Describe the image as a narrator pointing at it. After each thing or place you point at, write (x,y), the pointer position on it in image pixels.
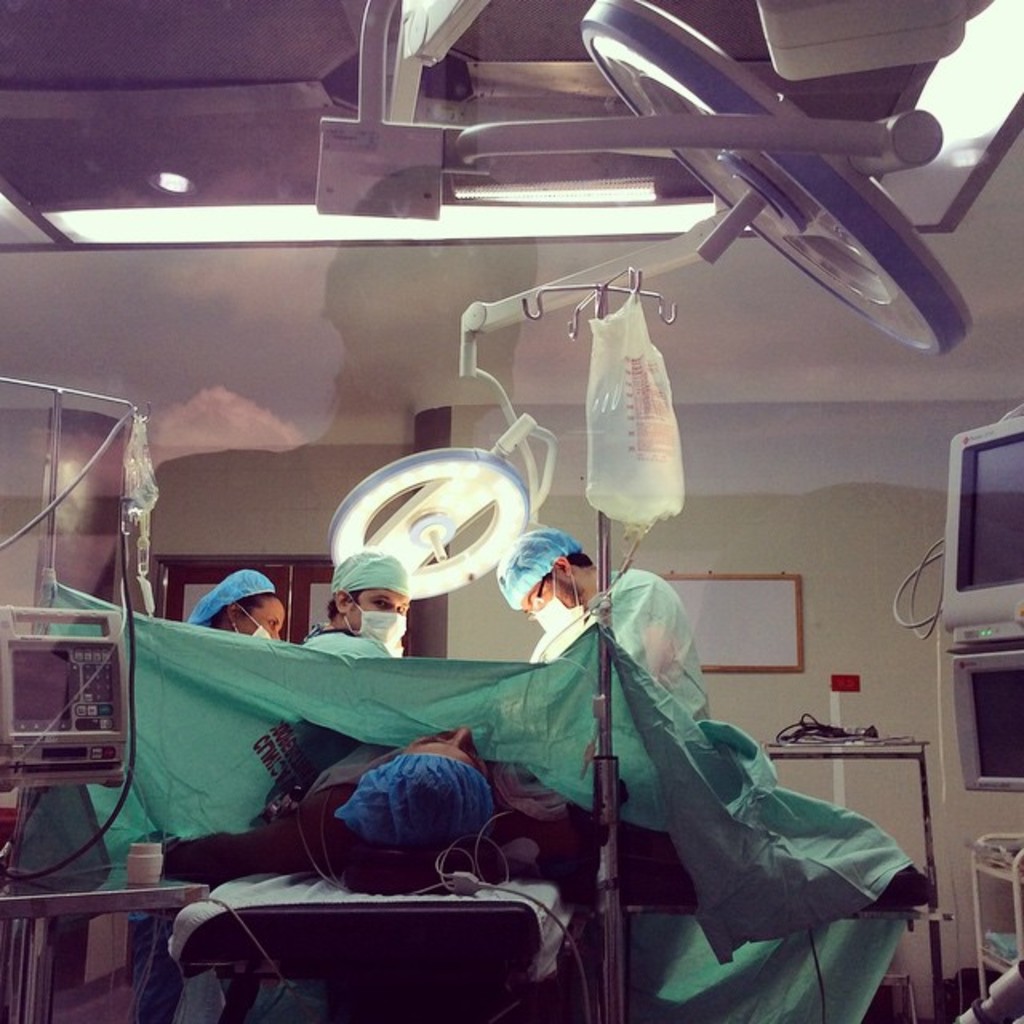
The picture is taken in an operation theater (72,985). In the center of the picture (582,573) we can see a surgery going on and we can see people (646,626). On the left (81,762) there are some operators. At the top (489,189) there are lights (644,57) and some equipment (679,62). On the right (1004,594) there are screens (990,698), cables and other objects (954,999). In the background (710,558) it is wall (319,438) and other objects (598,436).
